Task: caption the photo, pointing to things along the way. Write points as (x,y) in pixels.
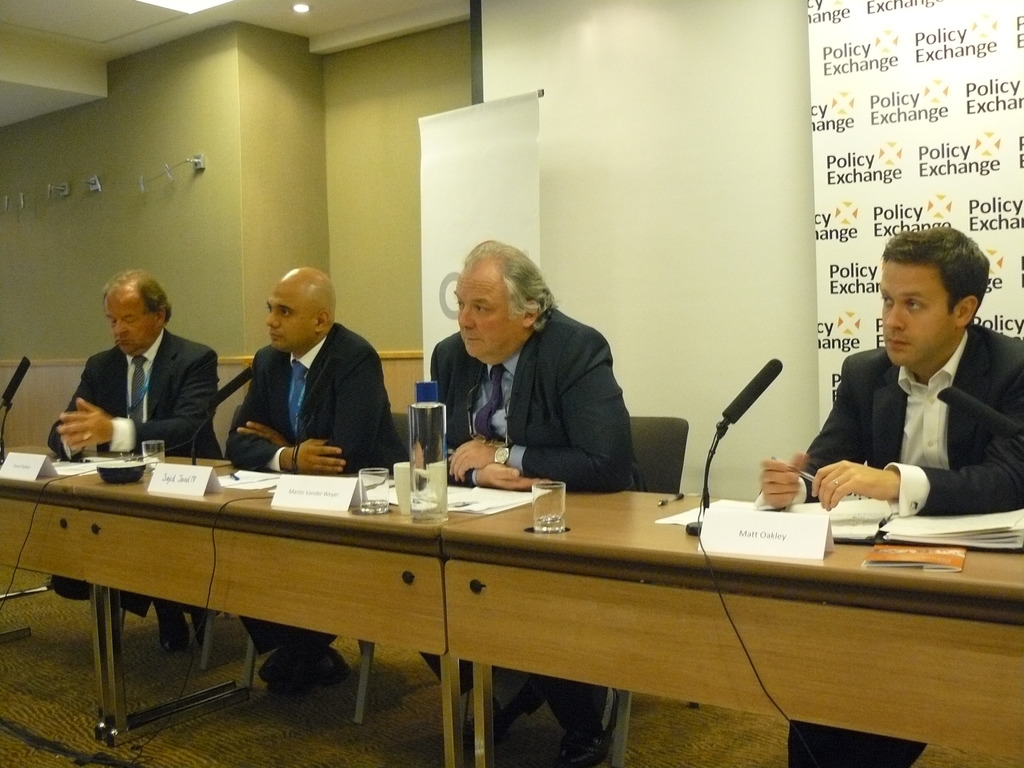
This image consists of four men (388,447) sitting in the chairs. All are wearing black color suits (248,453). In front of them, there is a table (519,605) made up of wood (516,601) on which there are name plates (752,516), glasses (377,481), mics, and papers (860,531). In the background (725,70), there is a wall (803,240) along with banners (528,172). At the bottom (299,736), there is a floor (253,729).
